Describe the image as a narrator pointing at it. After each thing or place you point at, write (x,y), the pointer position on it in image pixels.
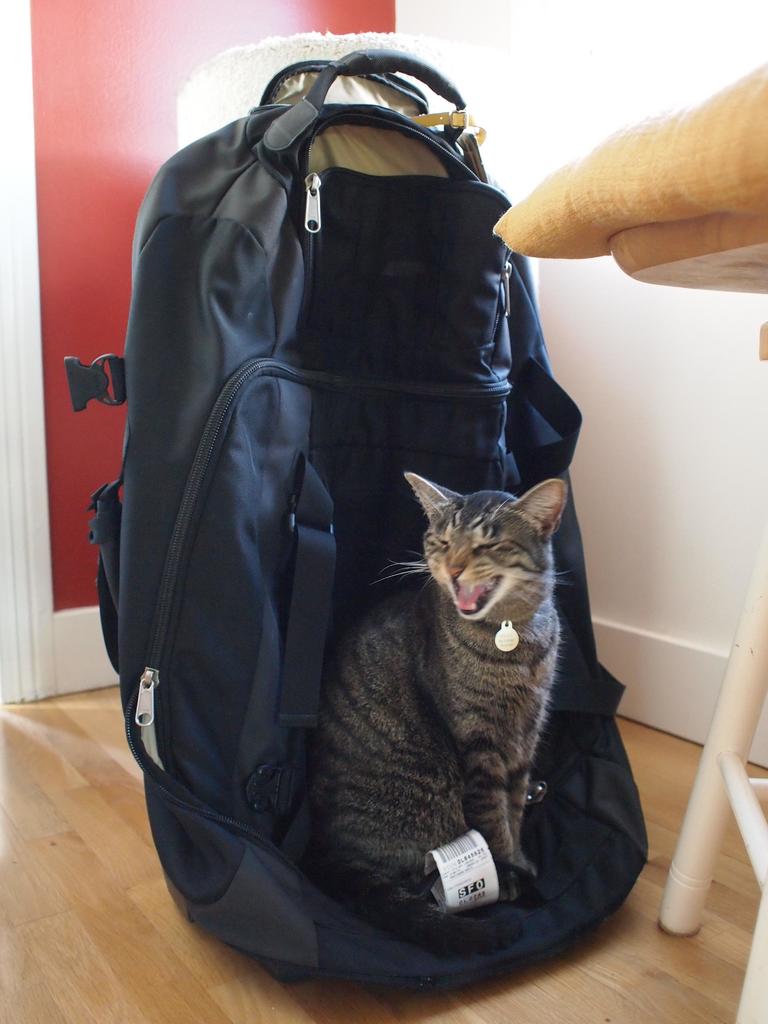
In this image i can see a cat (525,519) sitting on a bag (289,456). In the background (123,136) i can see a red wall (104,91) and to the right of the image (707,808) i can see a chair (742,815).
